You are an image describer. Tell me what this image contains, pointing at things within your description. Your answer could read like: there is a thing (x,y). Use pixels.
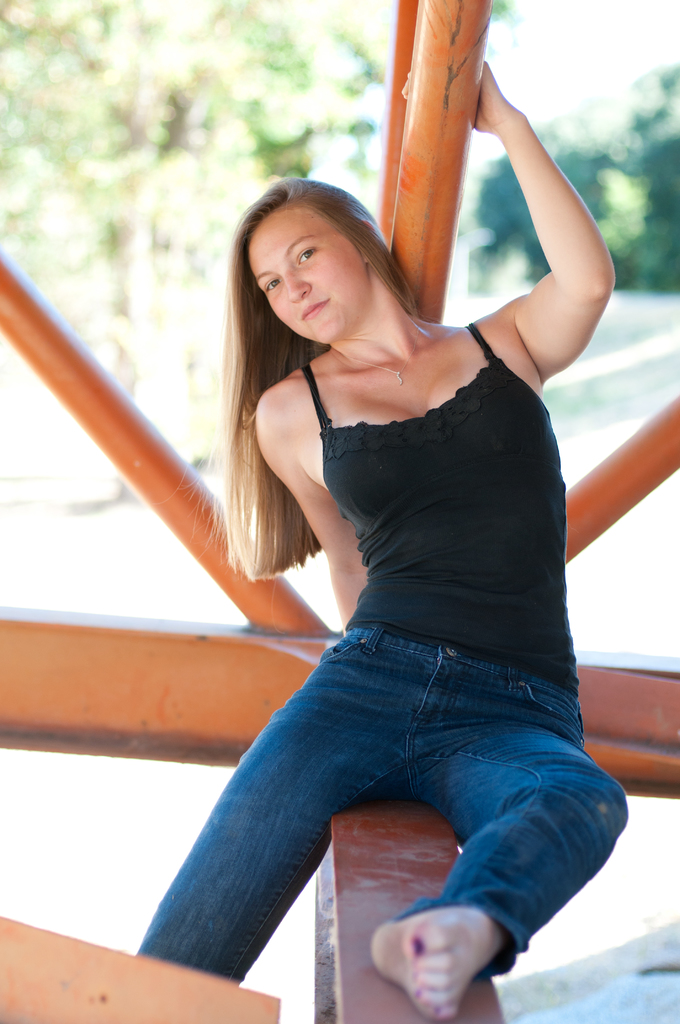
In this image we can see a woman (482,408) is sitting on a wooden platform (407,900). In the background (102,571) we can see poles (629,489), road (628,586), and trees (124,185).
